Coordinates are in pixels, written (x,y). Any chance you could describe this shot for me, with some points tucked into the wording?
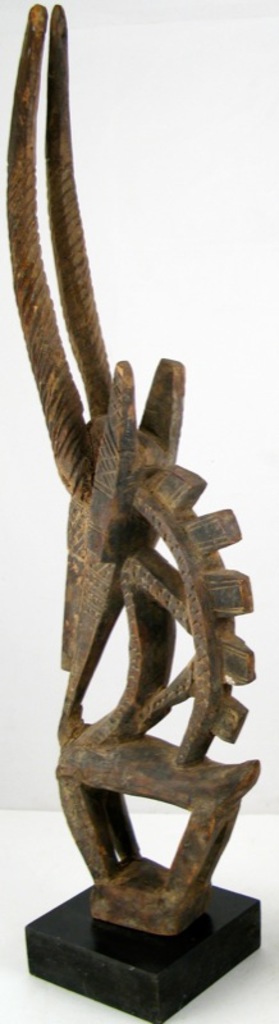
In this image we can see an object (155,402) which is made up of wood (194,788). In the background of the image (46,579) there is a white background (51,577). At the bottom of the image (223,1007) there is a white surface (53,907).
